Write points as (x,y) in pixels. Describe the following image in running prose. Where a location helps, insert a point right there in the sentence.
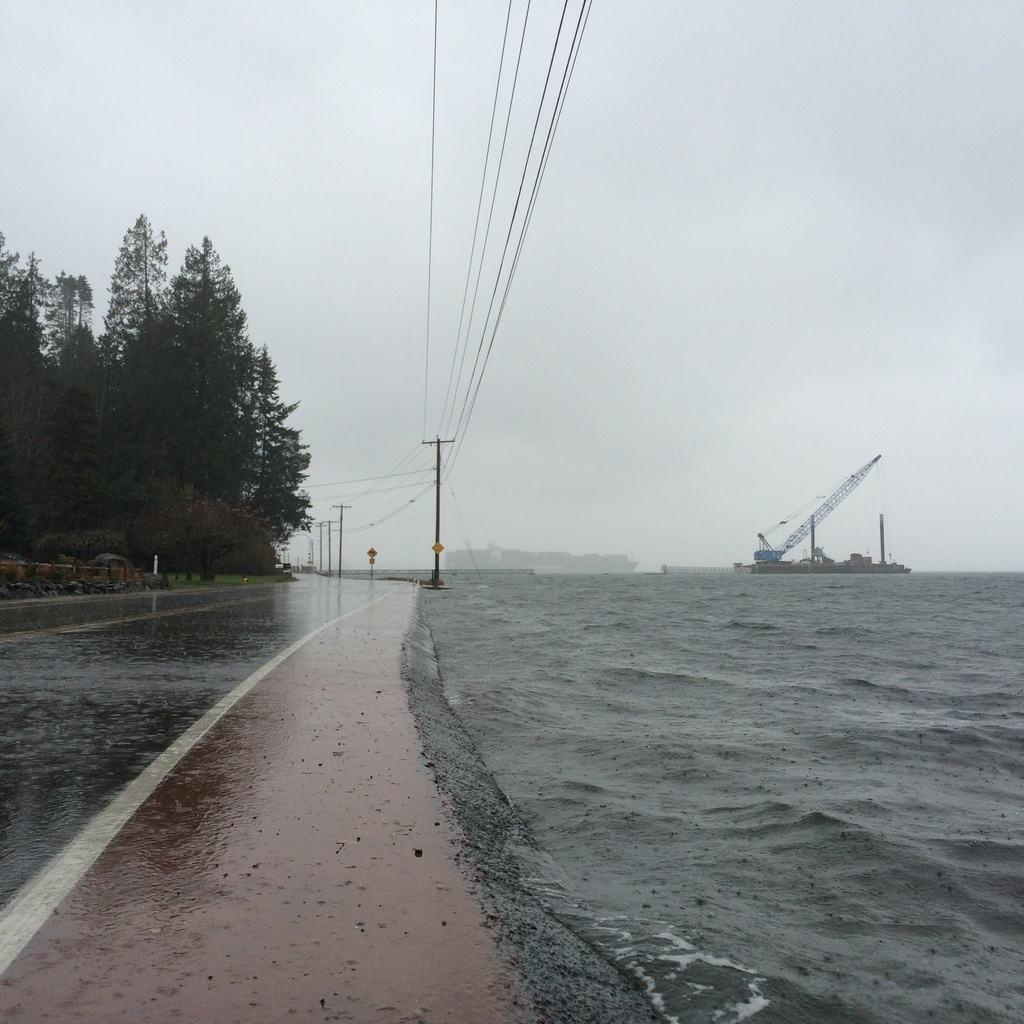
In this image on the left side (174,408) we can see road (193,713), trees (3,301), objects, poles (438,529), wires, objects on the poles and on the right side (892,727) we can see ship (881,571) on the water (923,766), crane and objects (882,547). In the background (581,323) we can see clouds (512,390) in the sky (394,437).
